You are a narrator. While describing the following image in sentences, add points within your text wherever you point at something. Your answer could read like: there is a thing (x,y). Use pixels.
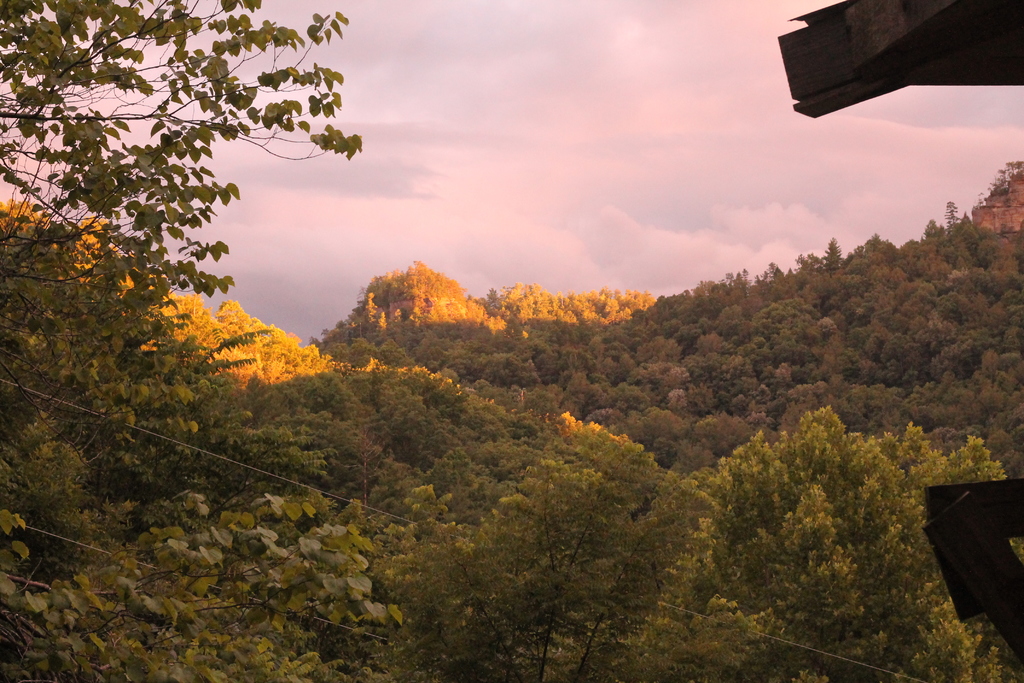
In this image we can see a group of trees (489,424), cables (228,460), some wooden boards (971,526) and in the background (570,223) we can see the cloudy sky (552,170).
